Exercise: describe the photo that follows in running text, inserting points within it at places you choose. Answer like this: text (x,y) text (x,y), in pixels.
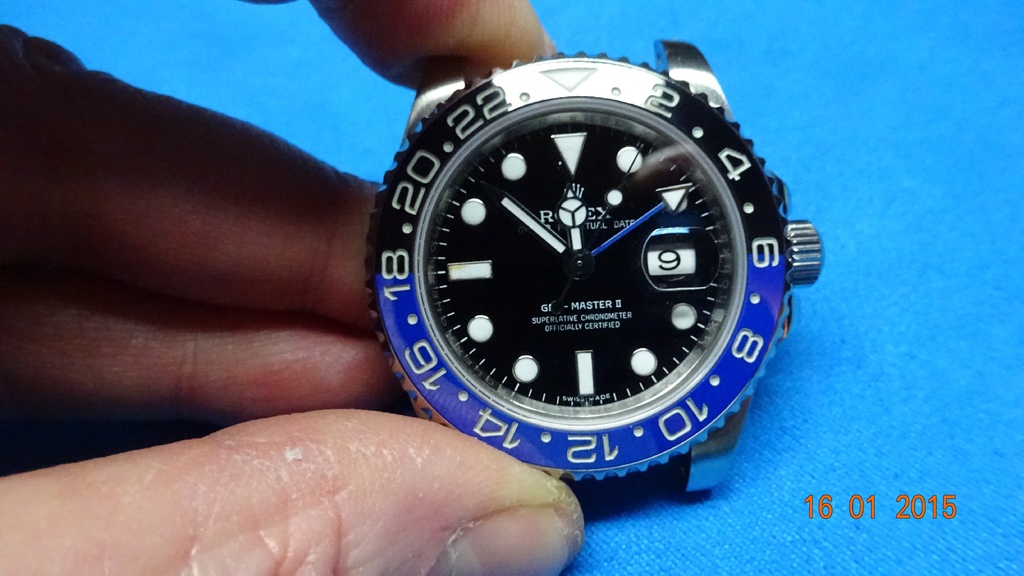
As we can see in the image there is a human hand (261,342) holding a watch (492,270).
